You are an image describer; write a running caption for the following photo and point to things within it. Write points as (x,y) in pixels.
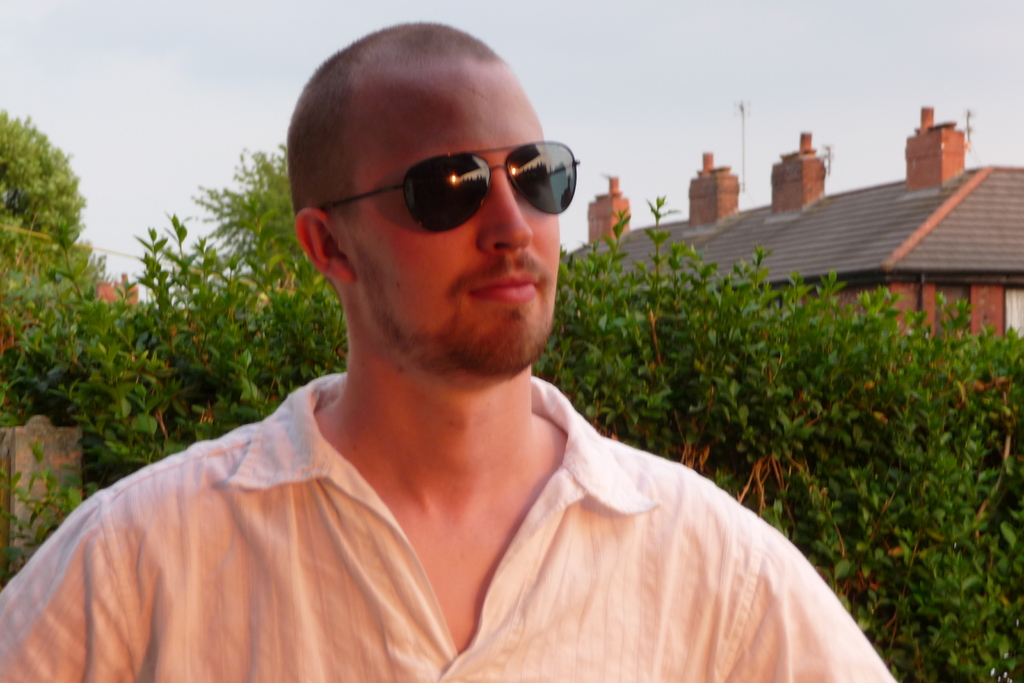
In this picture I can see trees (49,192) and buildings (708,242) on the back (95,301) and I can see a man (435,377) standing and he wore sunglasses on his face (351,191) and I can see a cloudy sky (709,131).
